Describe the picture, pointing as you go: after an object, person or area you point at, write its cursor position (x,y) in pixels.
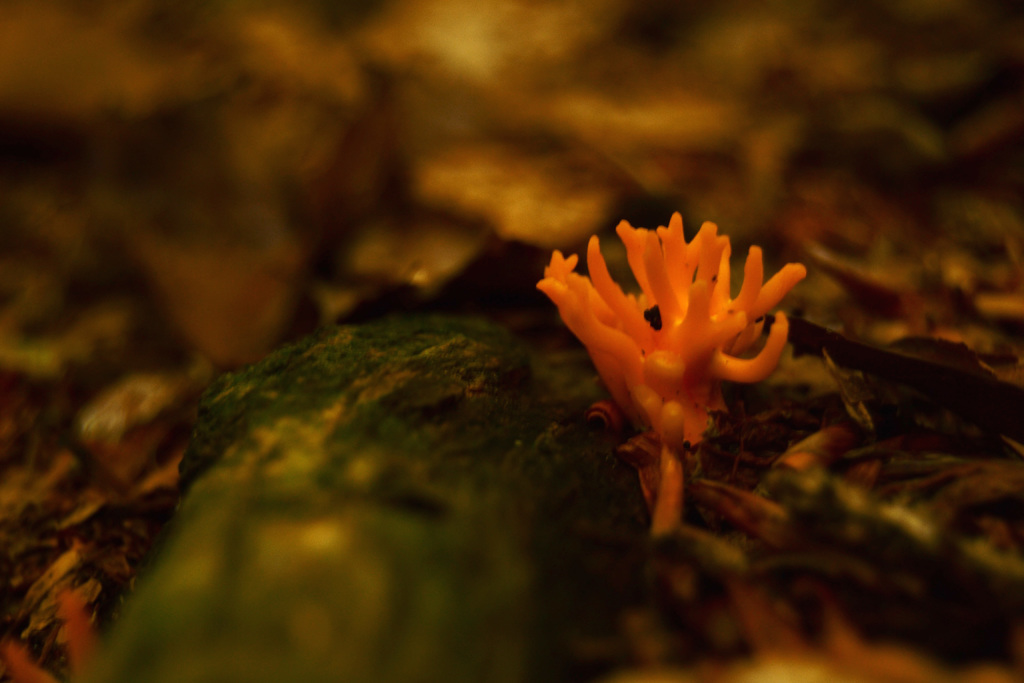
In this image we can see an orange color object (604,331) and the background (93,46) is dark.
